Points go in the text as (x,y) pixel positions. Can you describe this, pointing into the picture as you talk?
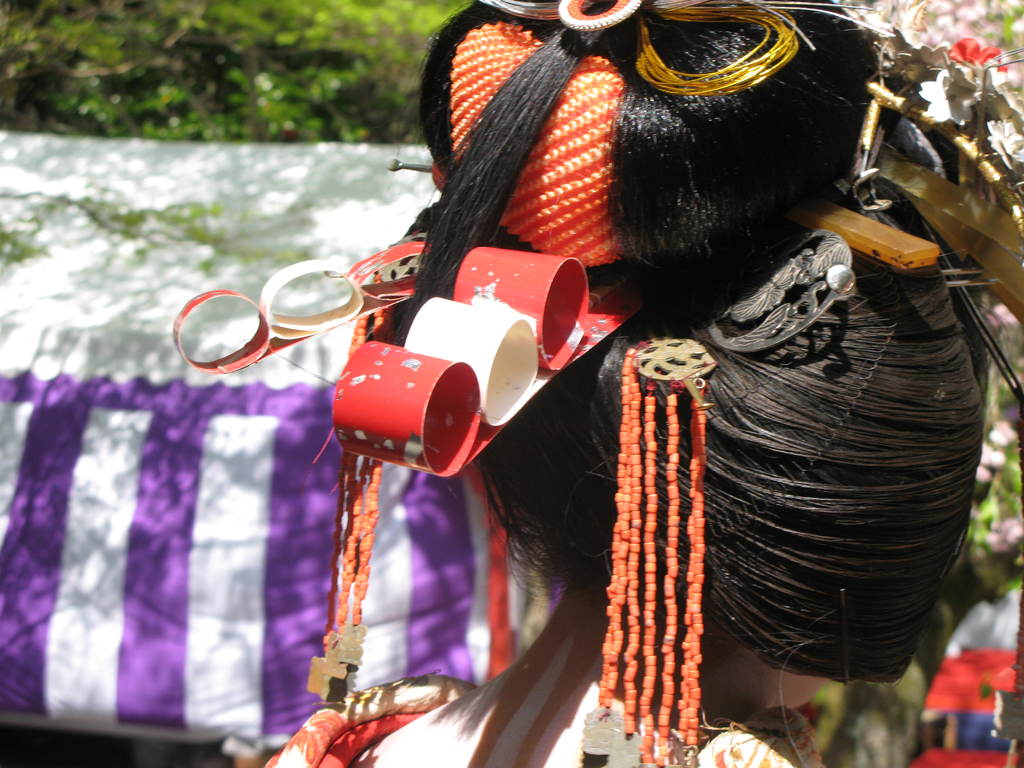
In this image we can see there is a girl (760,519) with bun hairstyle (563,398), behind that there are so many trees (997,4).
